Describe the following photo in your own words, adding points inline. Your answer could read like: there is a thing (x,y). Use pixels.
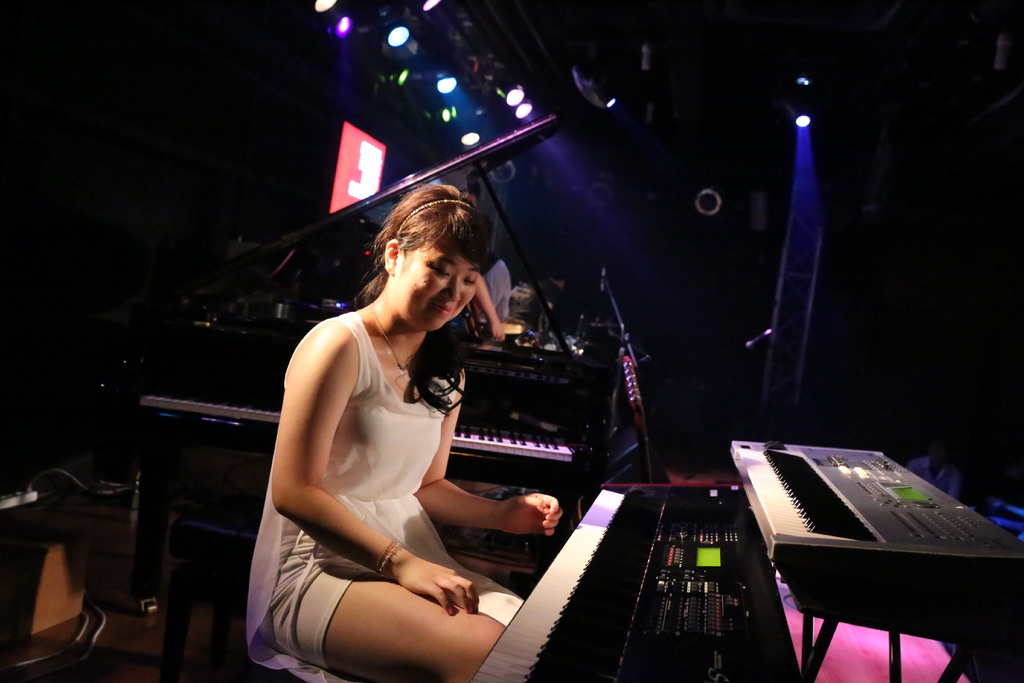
In the image there is a woman (381,372) sitting on chair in front of a key board (769,577). In background (506,367) there is another musical keyboard (472,400) and a hand (484,293) of another person (488,294), on top (401,50) there are some lights (443,88).
